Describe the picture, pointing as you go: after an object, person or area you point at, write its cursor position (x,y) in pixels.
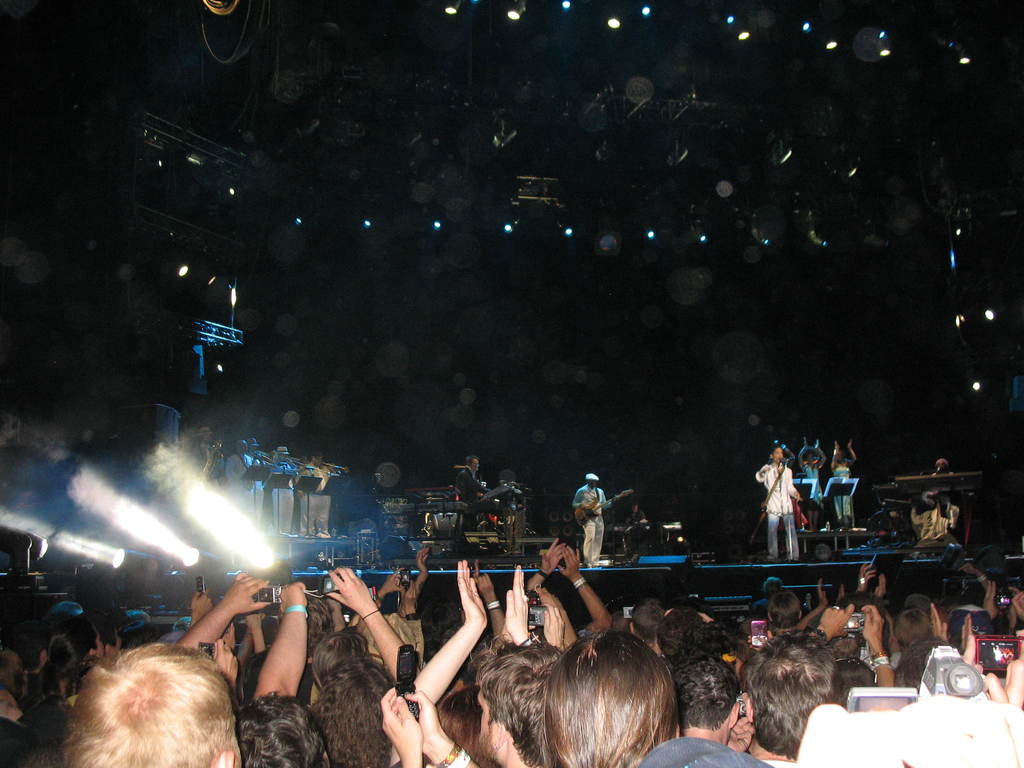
In this image at the bottom (595,684) there are many people (632,669). In the middle (588,506) there is a man (584,497), he wears a jacket (587,509), trouser (599,534), he is playing a guitar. On the right (781,492) there is a man (781,492), he wears a shirt (787,507), trouser (791,537), he is singing. In the middle (607,506) there are many people (586,522), musical instruments (437,502), lights (218,542), stage (779,566), staircase (812,535). At the top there are lights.
